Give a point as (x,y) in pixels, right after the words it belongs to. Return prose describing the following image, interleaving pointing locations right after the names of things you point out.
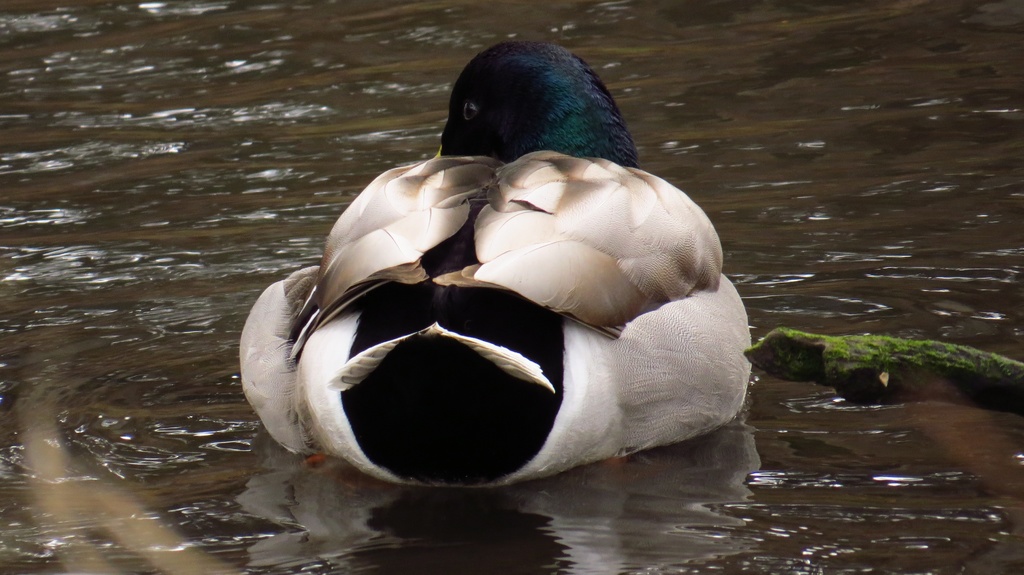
In this image I can see a bird (471,296) on the water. Here I can see something in green color.
